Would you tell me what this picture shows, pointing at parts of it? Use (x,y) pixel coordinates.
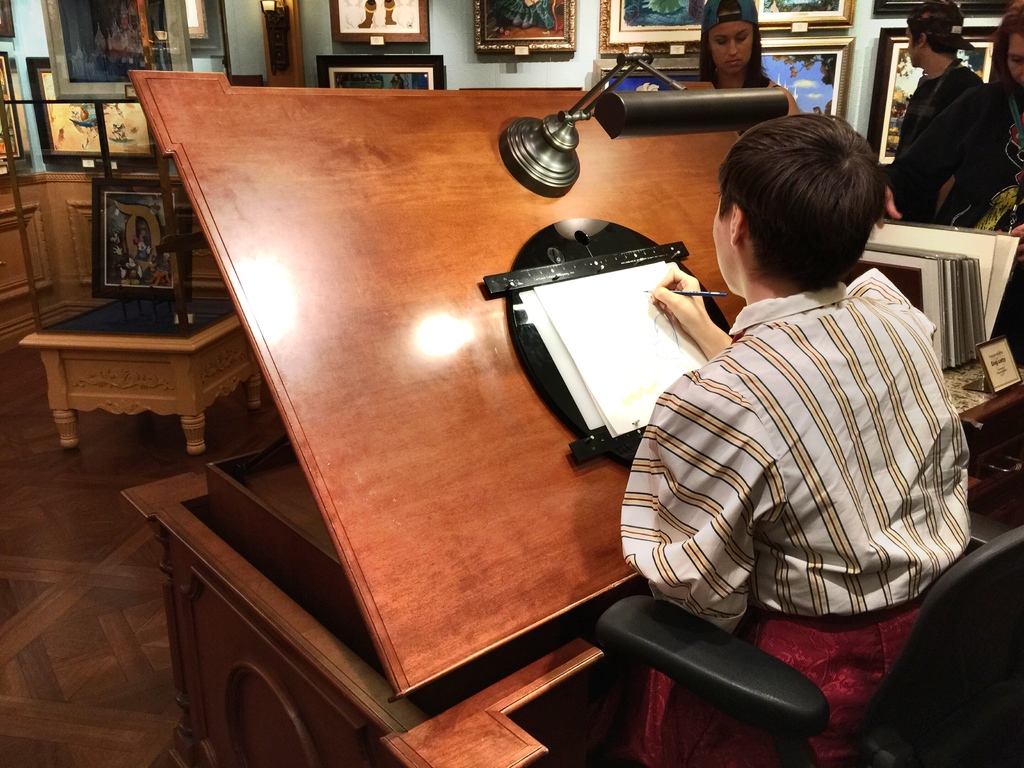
In this picture we can see a person (811,616) sitting on the chair (718,667) and drawing something on the paper (643,326). And here we can see three persons (920,117) standing on the floor (109,570). On the background (463,56) there is a wall (460,46). And there are many frames (122,71) and this is the floor (78,588).
